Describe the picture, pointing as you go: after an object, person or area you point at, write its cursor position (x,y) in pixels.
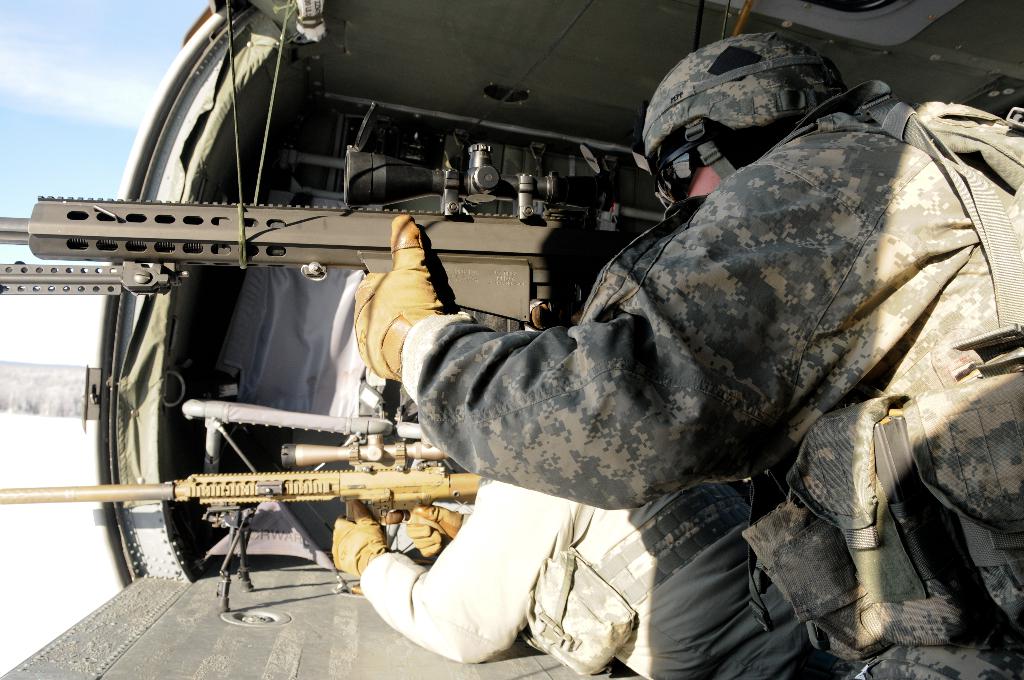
In this image I can see a person (823,402) wearing military uniform (735,386) is holding a gun (270,234) in his hand (383,284) and I can see another person (537,581) is lying and holding a gun (441,492) which is brown in color in his hand (380,541). I can see they are in the vehicle (358,363). To the left side of the image (31,546) I can see the snow (44,541) and the sky (55,147).
